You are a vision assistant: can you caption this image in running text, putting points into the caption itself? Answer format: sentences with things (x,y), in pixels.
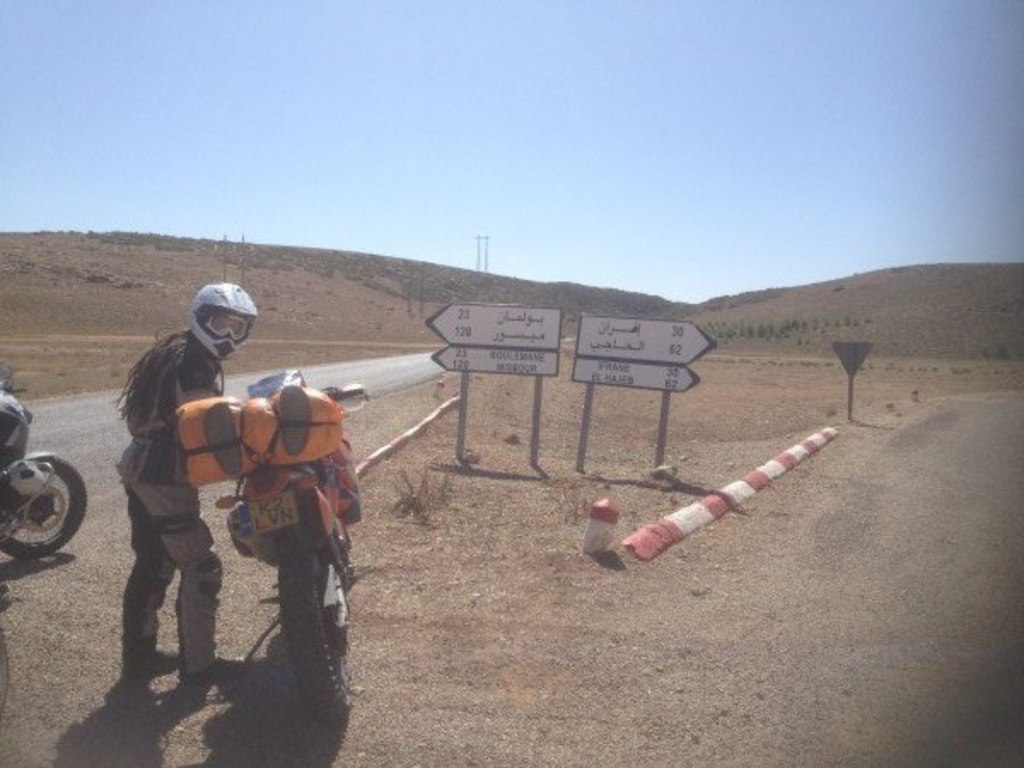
In this image I can see a person (152,591) wearing dress (175,550) is standing and holding a motor bike (280,548). On the motorbike (312,540) I can see an orange colored bag (251,451). In the background (989,511) I can see the road (964,579), few boards (634,334), few mountains (168,253), another motorbike (3,392) and the sky (533,173).
